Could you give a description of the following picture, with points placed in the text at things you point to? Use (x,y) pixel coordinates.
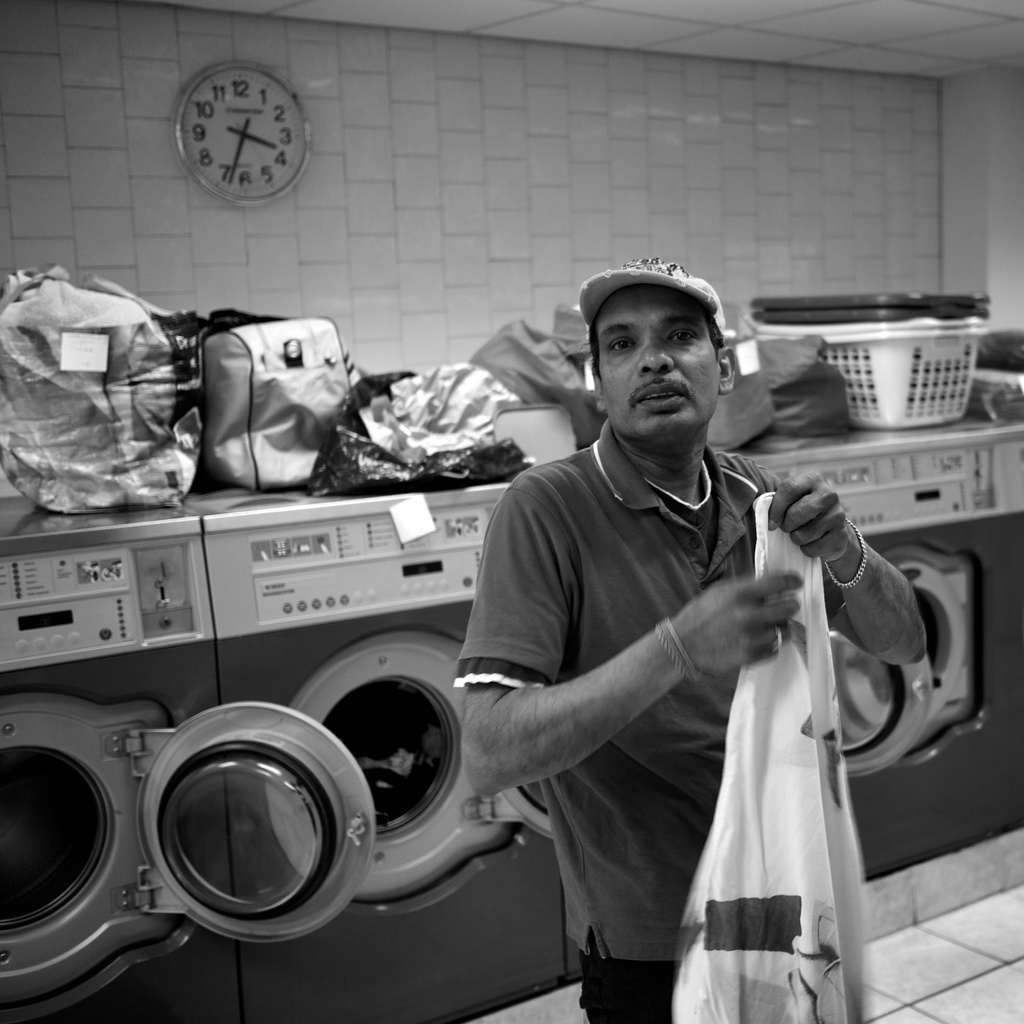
In the image we can see there is a man (625,685) standing and he is holding a bag (782,809) in his hand (784,624). Behind there are washing machines (427,704) and there are baskets (907,407) and bags (117,485) are kept on the washing machine (466,498). There is a clock (211,146) on the wall (459,288).
